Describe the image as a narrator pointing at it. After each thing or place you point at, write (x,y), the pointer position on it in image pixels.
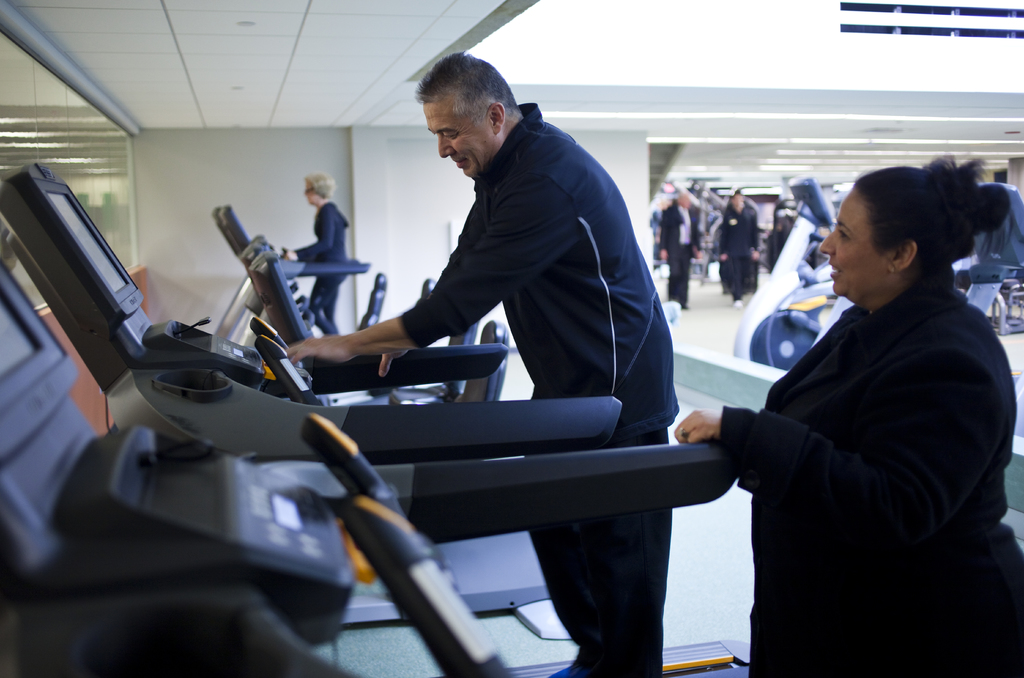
On the right side (820,492) a woman (755,653) is standing beside the treadmill (542,669), she wore a black color dress (907,450). In the middle (343,354) a man (577,273) is there, he wore black color jacket (620,334) and a trouser (622,562). On the left side (117,171) there are mirrors (90,169) on the wall (53,337).
